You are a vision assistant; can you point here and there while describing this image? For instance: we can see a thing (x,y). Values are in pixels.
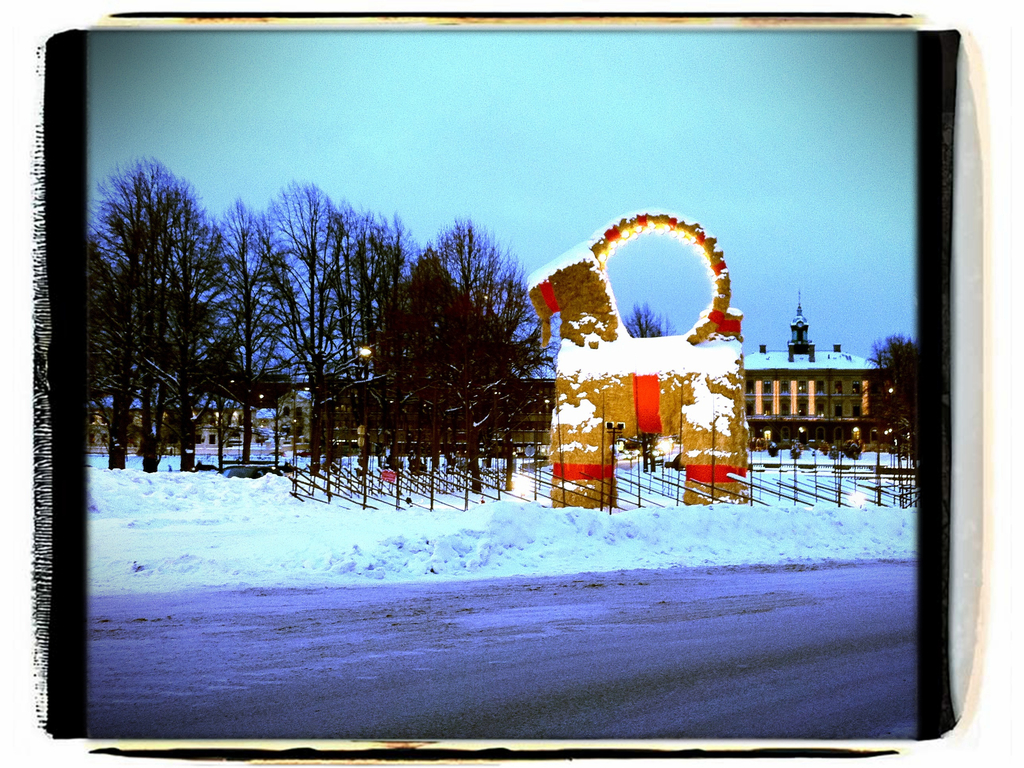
This image is an edited image. This image is taken outdoors. At the top of the image (423,128) there is the sky (759,243). At the bottom of the image (307,653) there is a ground (417,619). In the background (202,411) there are a few houses (787,366) and there are a few trees (450,396). In the middle of the image (349,481) there is a fence (398,488) and there are a few trees (311,327) and there is a ground (206,490) covered with snow (544,495). There is an artificial goat (609,355) covered with snow (695,401).
